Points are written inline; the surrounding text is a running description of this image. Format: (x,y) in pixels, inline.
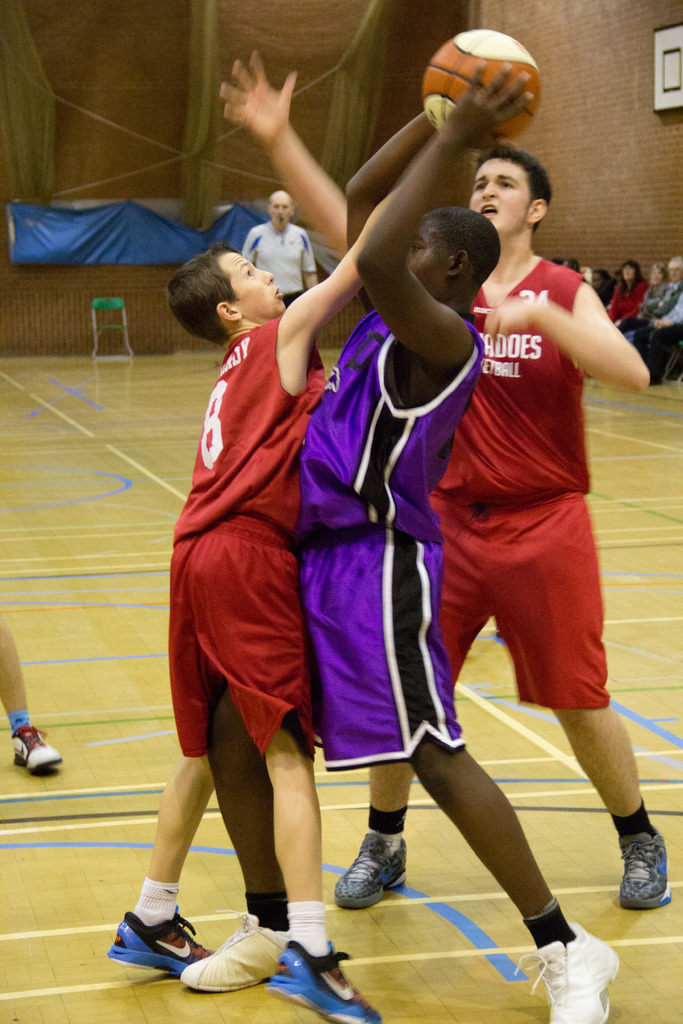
In this image I see 3 boys (261,430) in which these both are wearing red color jersey (473,460) and this boy (364,664) is wearing violet and black color jersey (412,553) and I see that this boy (416,379) is holding a ball (486,53) in his hands (476,116). In the background (604,484) I see the basketball court (607,558) and I see few more people (625,304) and I see the wall (648,148) and I see the blue color thing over here and I see a chair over here.
